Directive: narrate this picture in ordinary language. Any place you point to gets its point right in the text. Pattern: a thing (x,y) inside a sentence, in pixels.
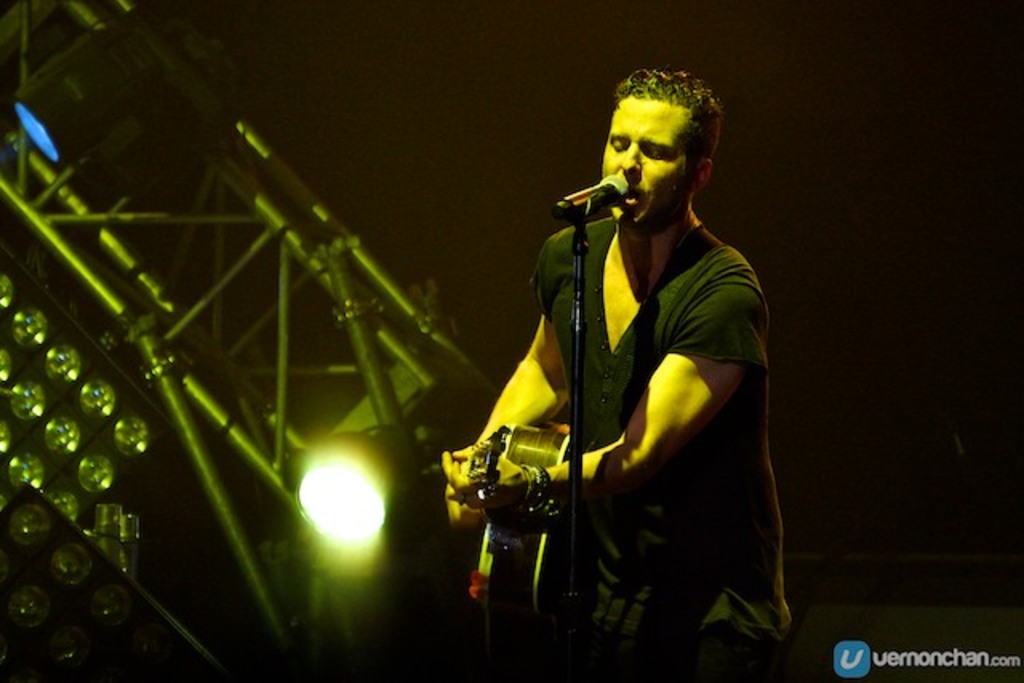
As we can see in the image there are lights (319,514) and a man (690,485) standing and holding guitar (498,565) and this person (673,216) is singing song on mic (601,193).
